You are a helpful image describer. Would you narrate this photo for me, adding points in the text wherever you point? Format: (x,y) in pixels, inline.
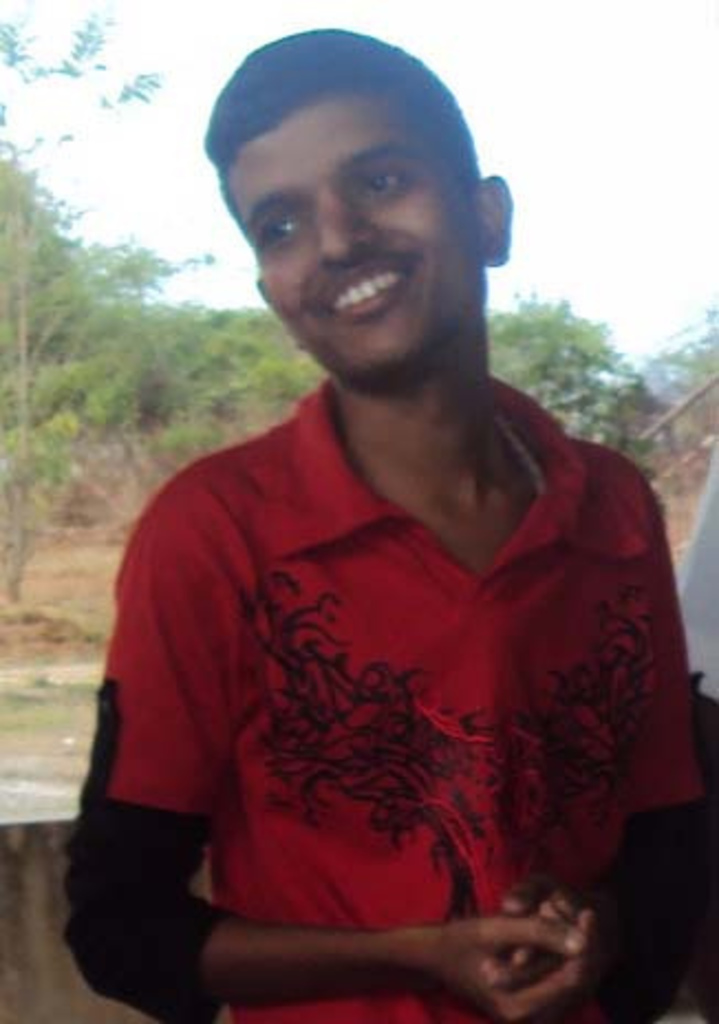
In this image in front (653,663) there is a person (428,540) wearing a smile on his face (367,231). Beside him there is another person (706,956). Behind him there is a wall (36,998). In the background of the image (106,440) there are trees (45,291) and sky (619,228).
